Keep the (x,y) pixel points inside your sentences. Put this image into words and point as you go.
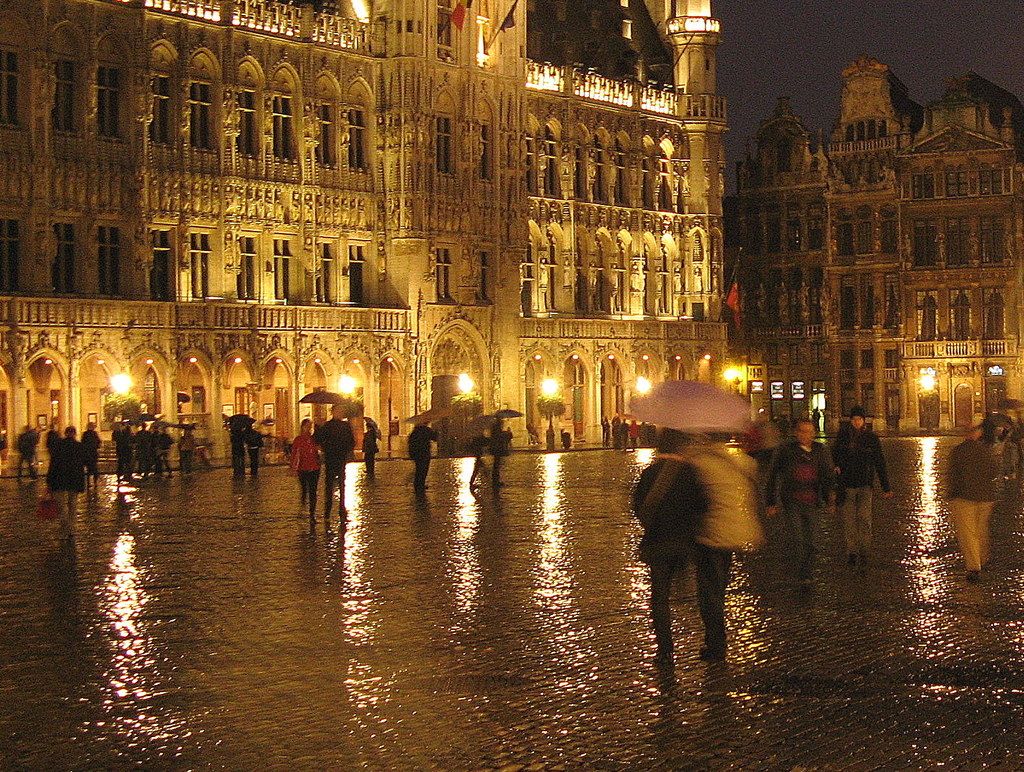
In this image we can see a group of people (979,481) on the ground (448,478), some people (698,450) are holding umbrellas (662,417) in their hands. In the background (106,429), we can see buildings (414,297) with windows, arches (538,397) and dome lights (471,383), we can also see some plants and flags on poles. At the top of the image (723,28) we can see the sky (886,29).
